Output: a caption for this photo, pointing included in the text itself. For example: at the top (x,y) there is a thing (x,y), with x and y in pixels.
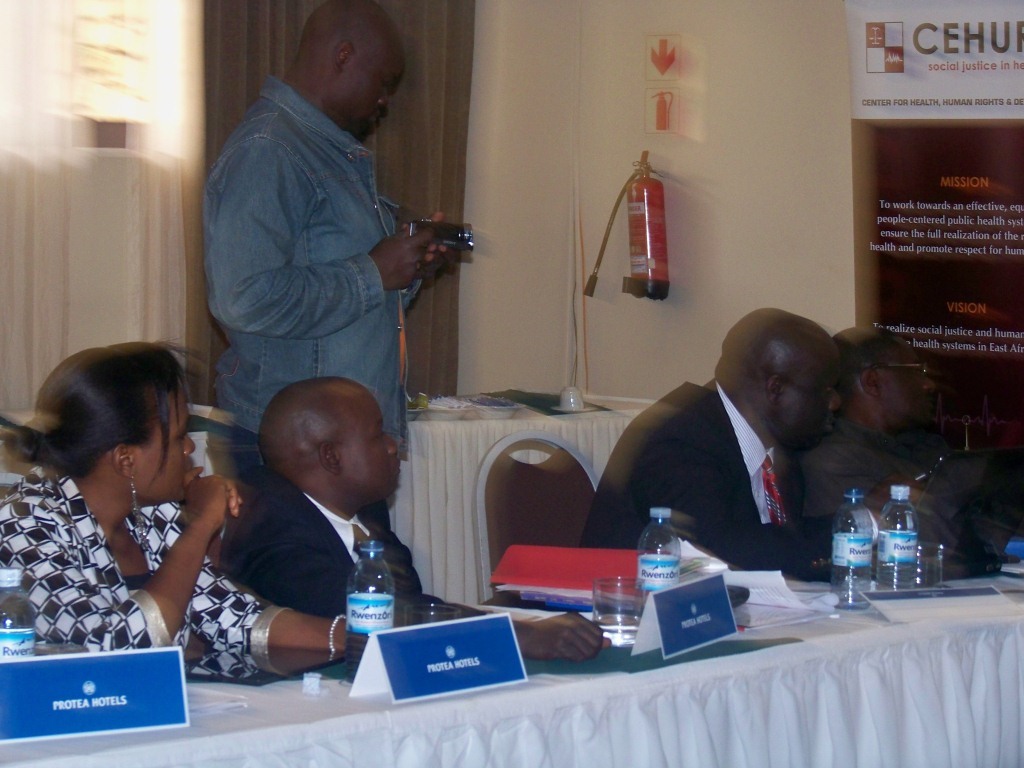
In the foreground of the picture (679,413) I can see four persons (797,573) sitting on the chairs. I can see the table (913,663) which is covered with white cloth (547,740). I can see the name plate boards (497,638), water bottles (668,560), files (568,566) and books (777,575) are kept on the table (654,661). I can see a man (310,344) standing on the floor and looks like he is holding the camera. It is looking like a banner (996,137) on the wall (594,378) on the right side (993,148). There is a fire extinguisher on the wall (851,233). I can see the glass window (119,121) and curtain (218,95) on the top left side (65,161).
